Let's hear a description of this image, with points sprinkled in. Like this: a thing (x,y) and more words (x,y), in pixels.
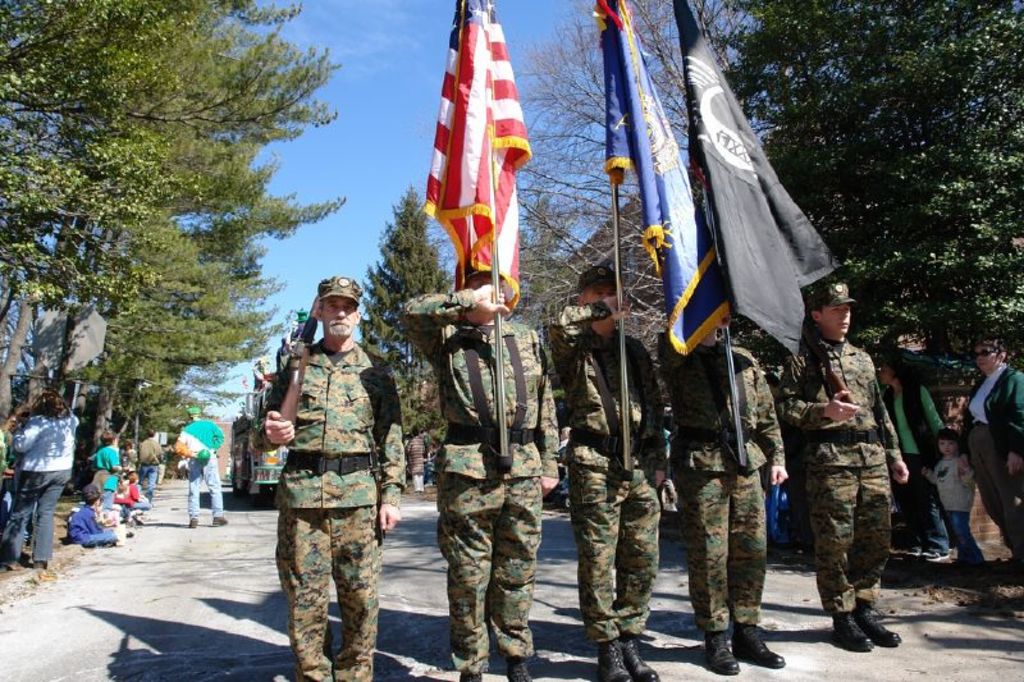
In this picture I can see five persons (320,367) standing, there are two persons (372,421) holding rifles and three persons (549,446) holding flags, there are group of people (1020,537) standing, there is a vehicle (275,439) on the road (219,587), there are trees (971,298), and in the background (365,134) there is the sky (377,137).
